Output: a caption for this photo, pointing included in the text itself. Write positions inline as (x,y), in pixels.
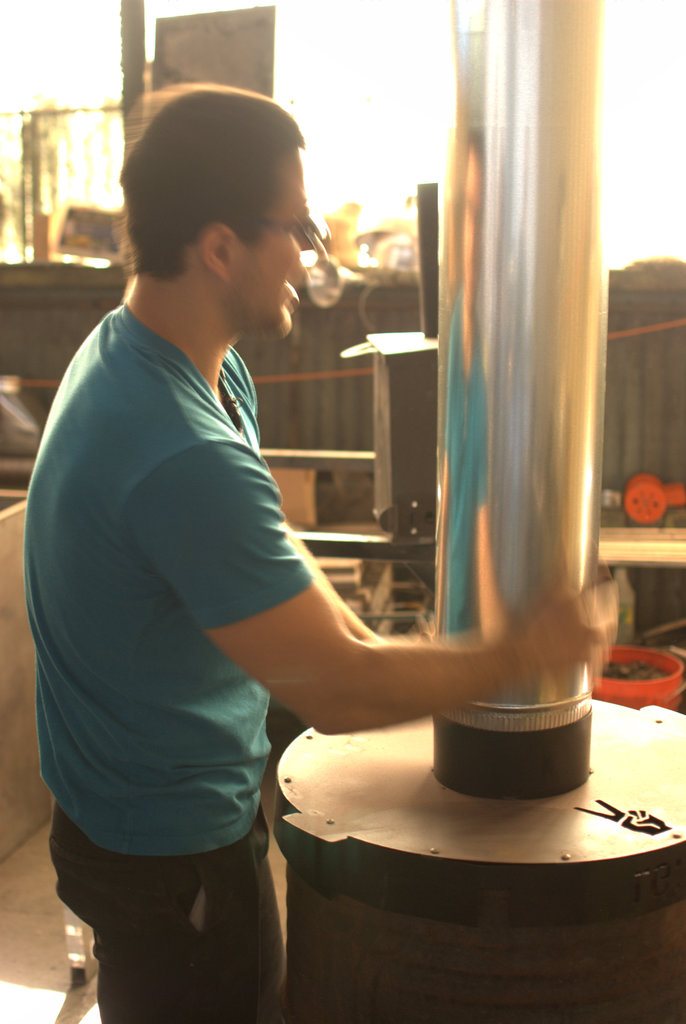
In this picture I can see a man (283,151) standing and holding a silver pipe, and in the background (236,18) there are some objects (317,289).
